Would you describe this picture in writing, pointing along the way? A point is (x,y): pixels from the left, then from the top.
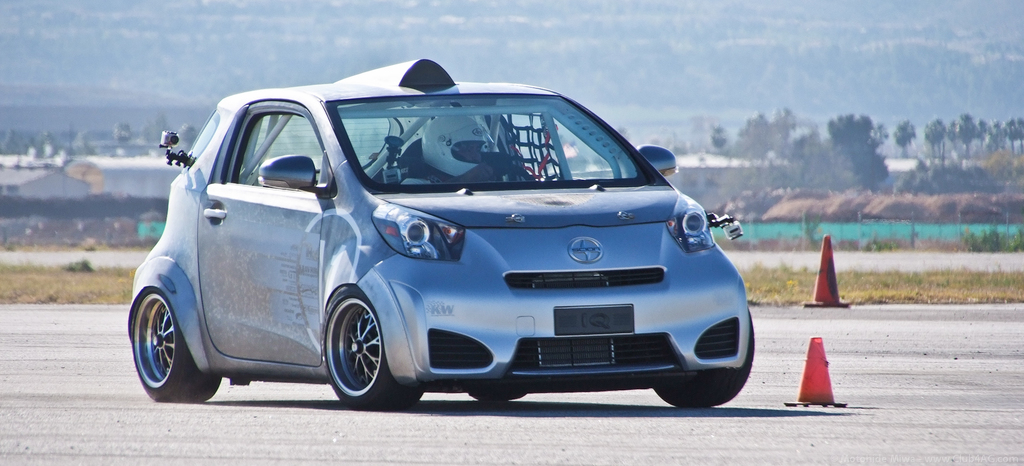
In the center of the image (588,207) we can see a car (577,240) on the road (436,414). We can also see two traffic cones (831,287). In the background (809,164) we can see many trees (77,143) and a fence (138,227) and grass (68,284). There is also hill (621,53).
